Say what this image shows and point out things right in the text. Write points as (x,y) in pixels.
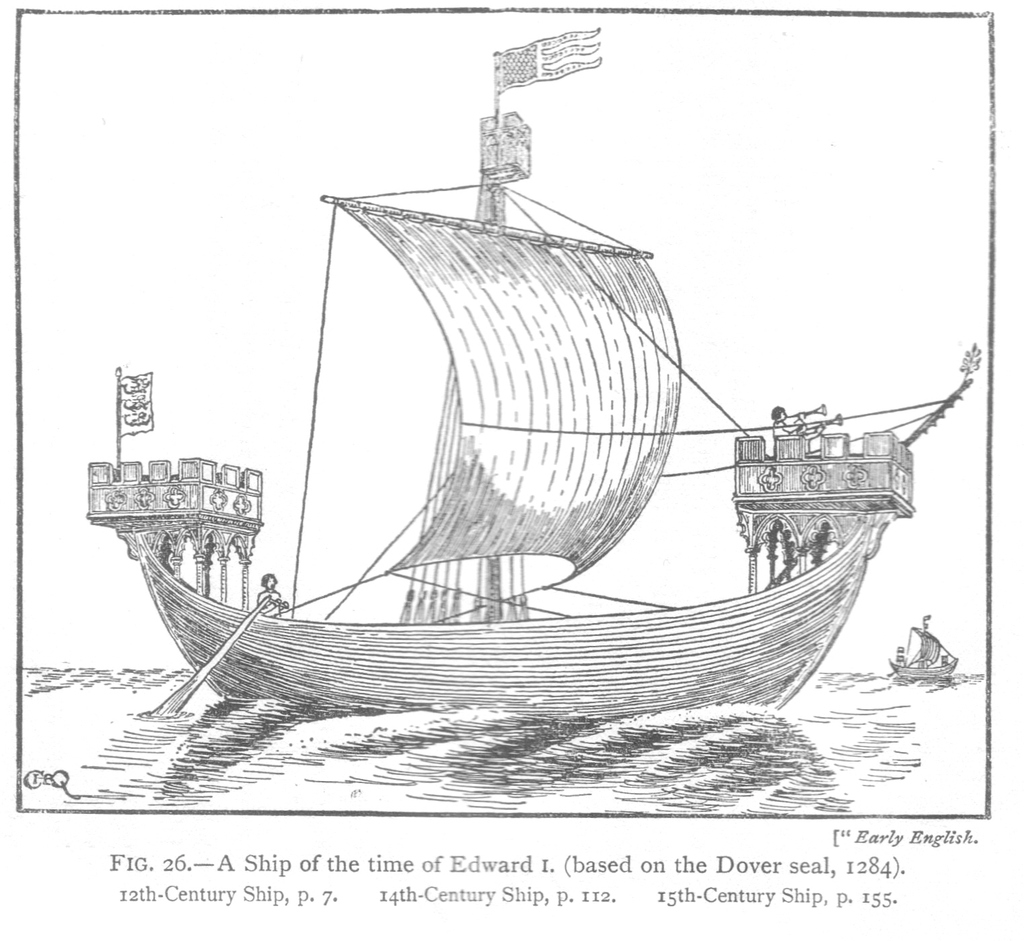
We can see drawing (306,317) of boats (389,626) above the water (314,727) and there are people (776,445) in a boat (628,602). At the bottom of the image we can see text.
